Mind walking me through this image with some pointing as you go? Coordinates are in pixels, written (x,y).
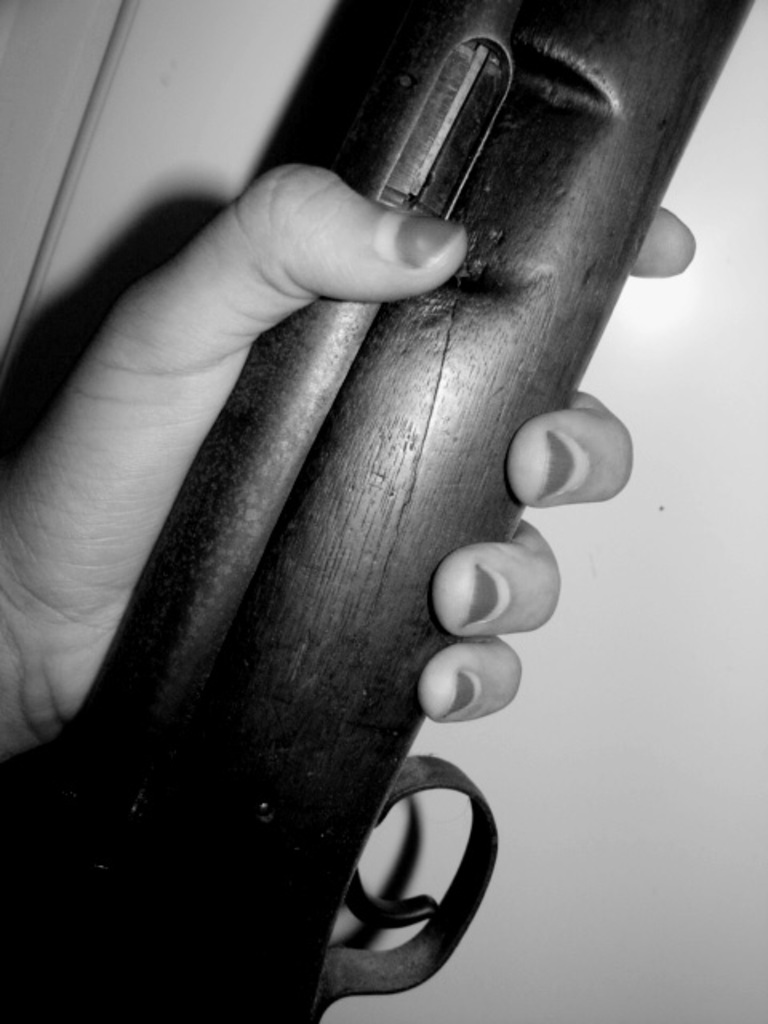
In this picture we can see person's hand (534,437) and she is holding a gun (215,855). In the back (550,736) there's a wall (610,601).
